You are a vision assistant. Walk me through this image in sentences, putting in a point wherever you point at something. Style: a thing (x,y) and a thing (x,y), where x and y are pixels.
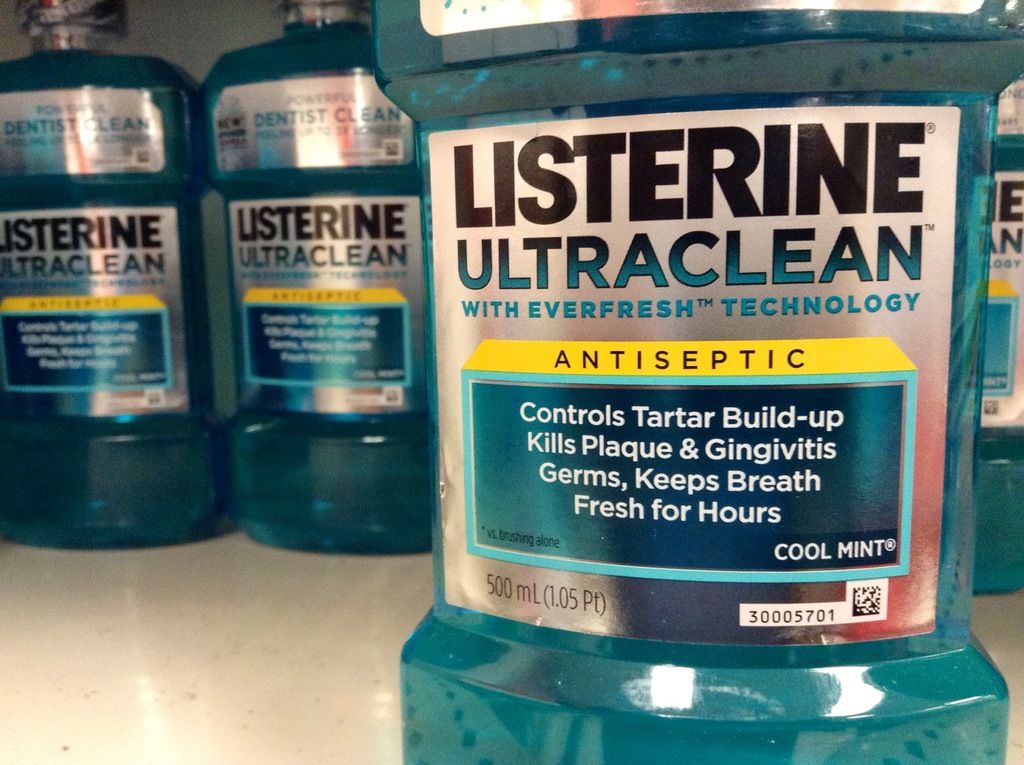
This Image consists of four Listerine bottles (549,313). There is Listerine Ultra Clean with ever fresh Technology antiseptic controls Tartar build-up kills plaque and gingivitis germs keep breath fresh for hours cool mint 500 ml written on it. It is in blue color.
